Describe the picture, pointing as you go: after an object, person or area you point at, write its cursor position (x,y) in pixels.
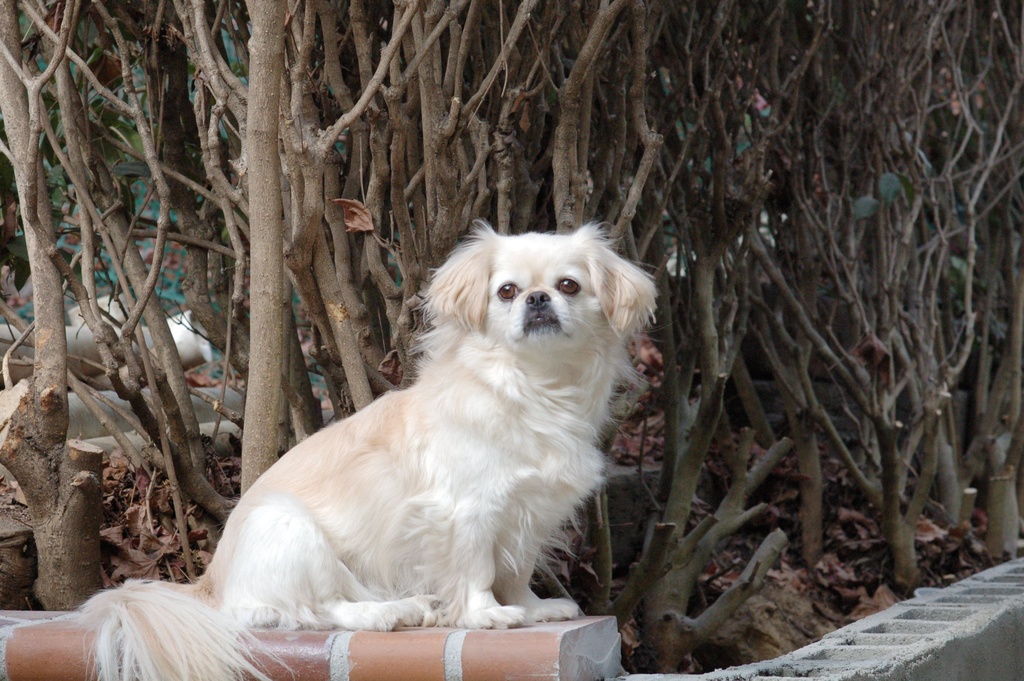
In this image we can see a dog (567,429). We can also see the concrete structure (932,602). In the background (396,269), we can see the trees (802,275) and also the dried leaves (636,439).
